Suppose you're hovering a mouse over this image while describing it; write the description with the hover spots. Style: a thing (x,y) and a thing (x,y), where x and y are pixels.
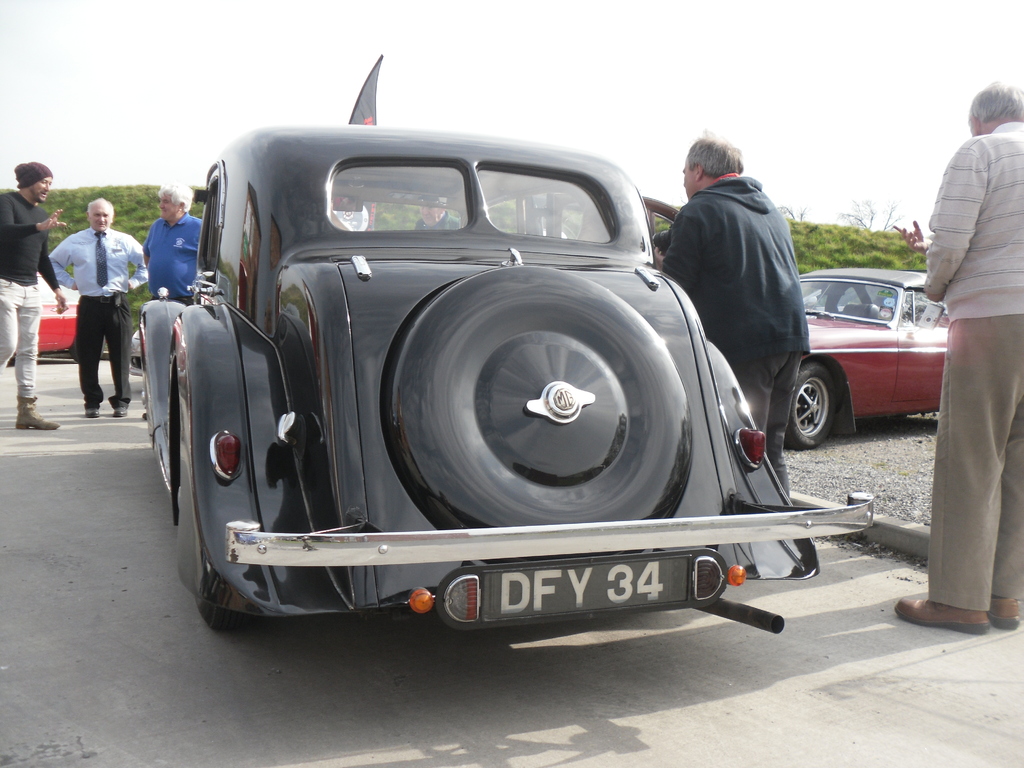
In this picture I can see some persons (970,240) who are standing near to the black color car (362,333). In the back (855,368) I can see some other cars (863,390) which are parked in the parking (893,430). Behind that I can see the plants (909,266) and trees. At the top (545,62) I can see the sky (536,78).
